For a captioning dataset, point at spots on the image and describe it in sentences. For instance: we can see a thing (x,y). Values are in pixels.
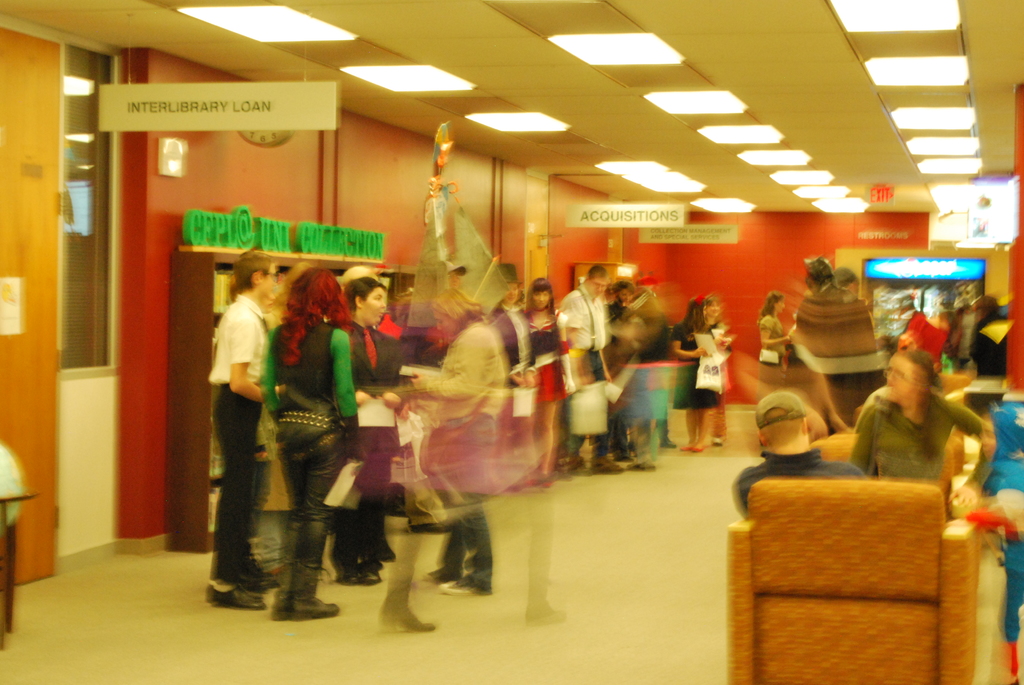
In this picture I can see few people (520,347) are standing and few are seated in the chairs (855,508) and I can see few boards (917,267) with some text (917,267) and I can see lights (926,23) on the ceiling (176,5) and looks like a bookshelf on the left side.
